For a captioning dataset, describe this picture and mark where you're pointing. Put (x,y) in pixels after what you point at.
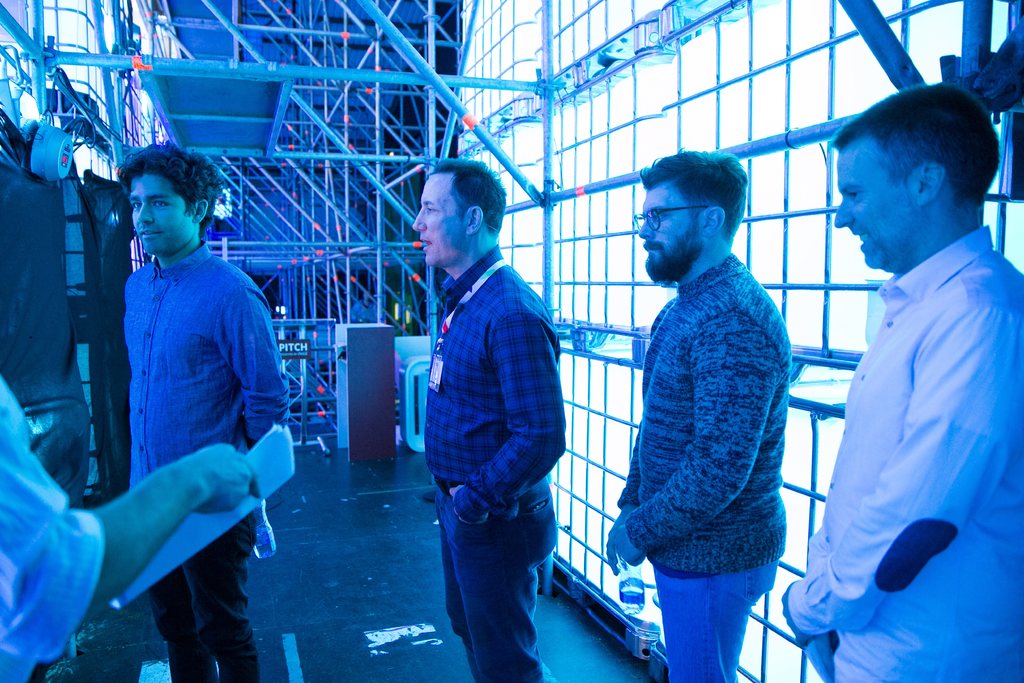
This picture is clicked inside. In the center (497,455) we can see the group of people (630,467) standing on the ground (376,628). On the left (31,546) there is a person (39,536) holding some objects (204,534) and standing on the ground (61,653). In the background (376,133) we can see the metal rods (971,28) and many other objects (409,340) placed on the ground (159,668).
